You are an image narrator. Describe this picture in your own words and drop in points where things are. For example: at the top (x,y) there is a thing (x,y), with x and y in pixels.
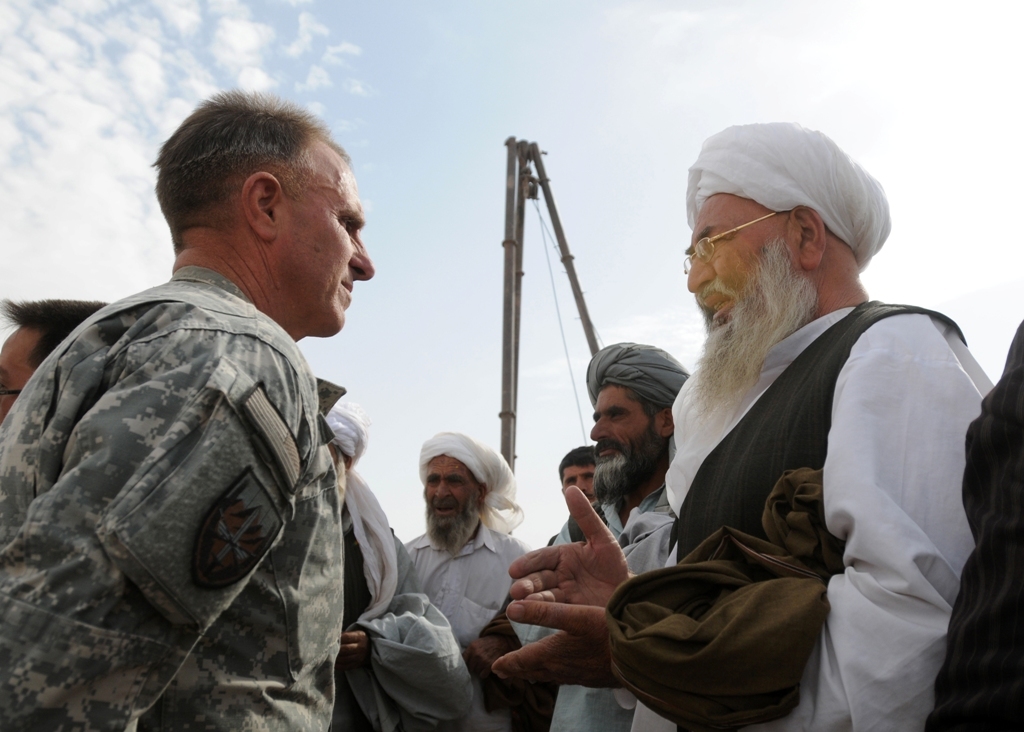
In this picture there is a military man (142,637) talking with the old man (857,461) wearing a white color shirt (850,510) and white turban (770,153) on the head (749,199). Behind there is a group of old persons (431,661) with beard (613,494) and wearing turbans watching to them.
